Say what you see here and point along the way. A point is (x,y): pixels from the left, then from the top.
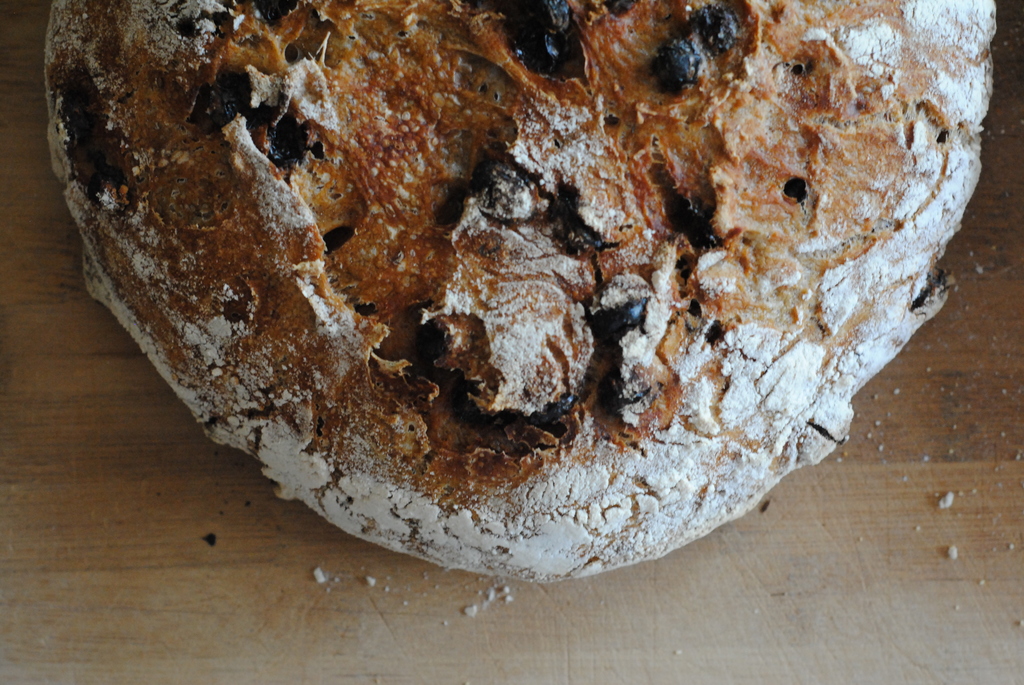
In this image we can see some food item (552,479) placed on the wooden surface (362,599).
